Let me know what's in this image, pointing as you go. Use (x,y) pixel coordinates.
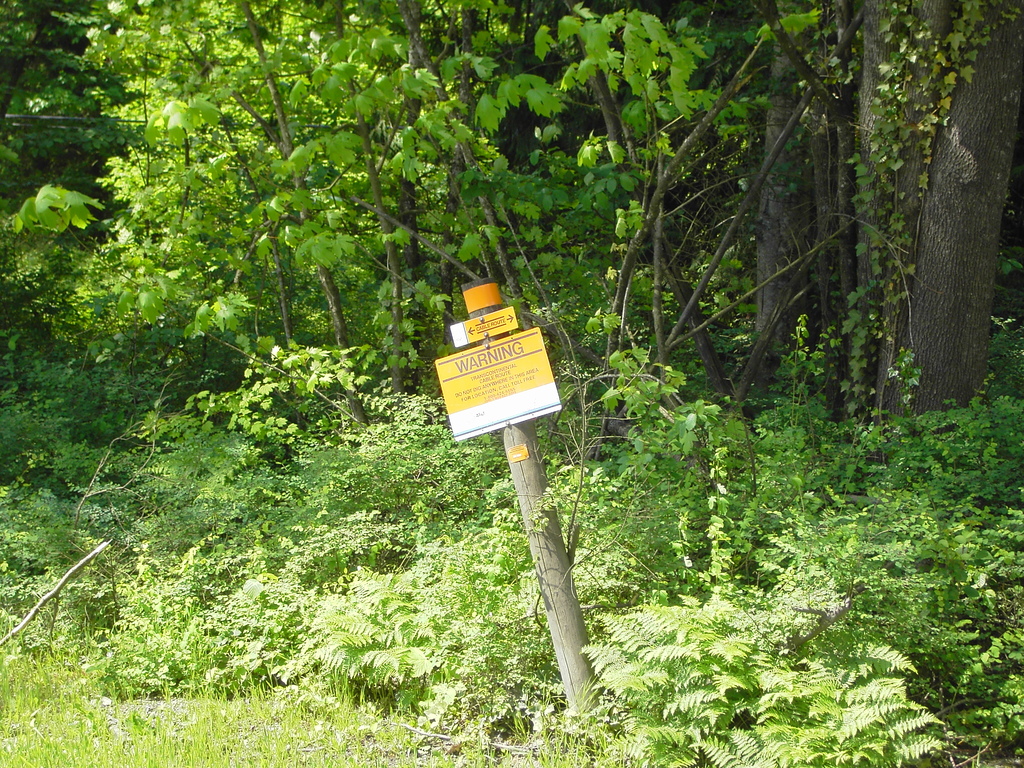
In the picture we can see grass (8,731), plants (649,730) and trees (577,323), there is a pole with the boards (476,351), on the boards (479,333) there is some text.
